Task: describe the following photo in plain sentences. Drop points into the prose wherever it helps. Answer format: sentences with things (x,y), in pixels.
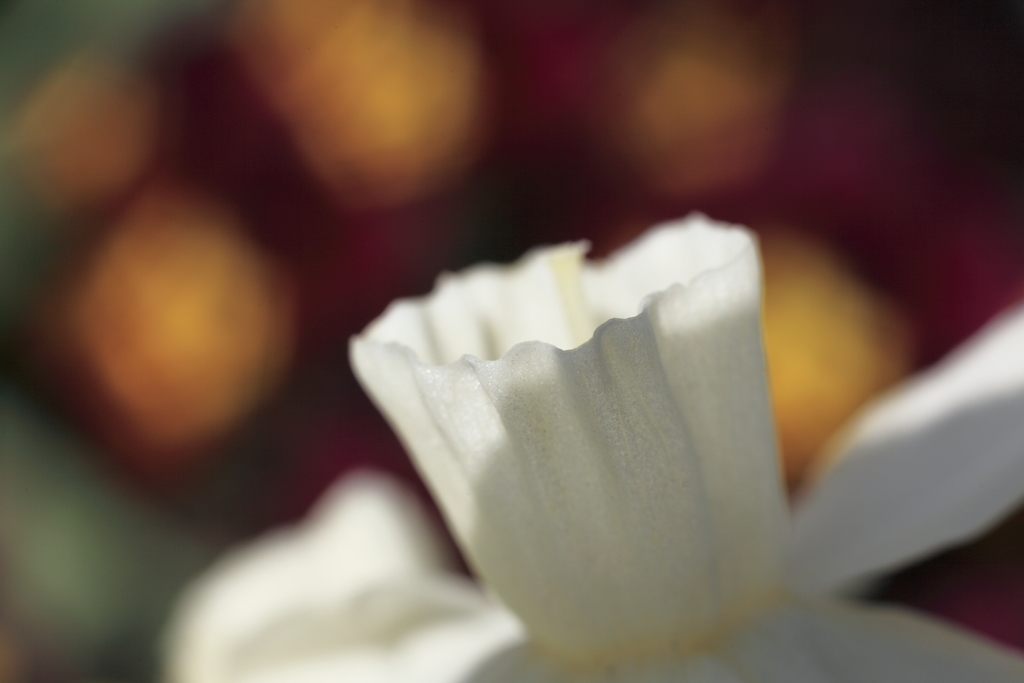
This is a zoomed in picture. In the foreground (683,408) there is a white color object (648,527) seems to be the flower (621,565). The background of the image (665,88) is blurry.
